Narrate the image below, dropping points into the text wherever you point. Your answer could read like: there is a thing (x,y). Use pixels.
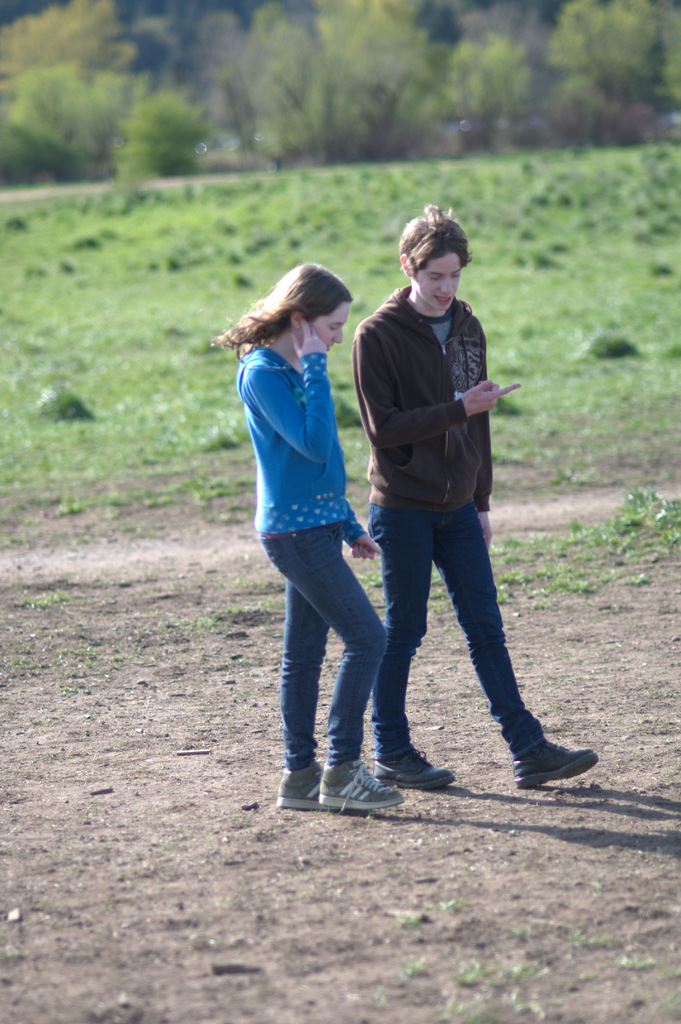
In the center of the image (354,502) a lady (295,548) and a man (387,392) are walking on a ground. In the background of the image (393,291) grass (530,225) is present. At the top of the image (405,110) trees (401,91) are there.
